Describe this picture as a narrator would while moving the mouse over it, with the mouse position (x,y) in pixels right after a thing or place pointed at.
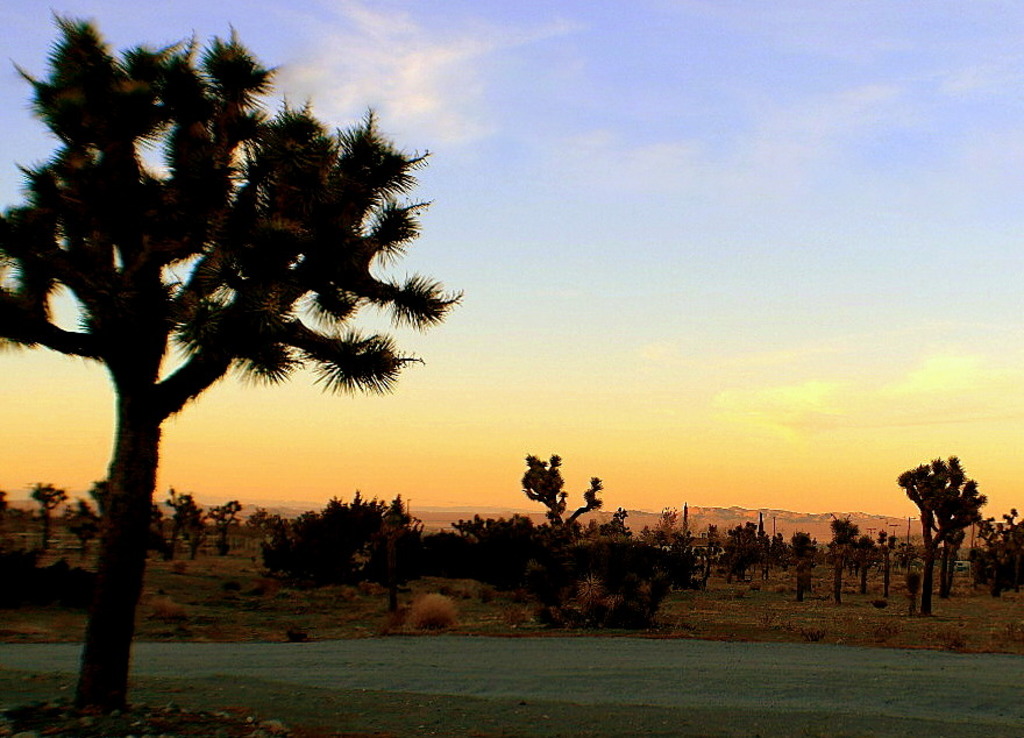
Here we can see trees (604,547) and this is ground (585,633). In the background (559,374) there is sky (957,281).
